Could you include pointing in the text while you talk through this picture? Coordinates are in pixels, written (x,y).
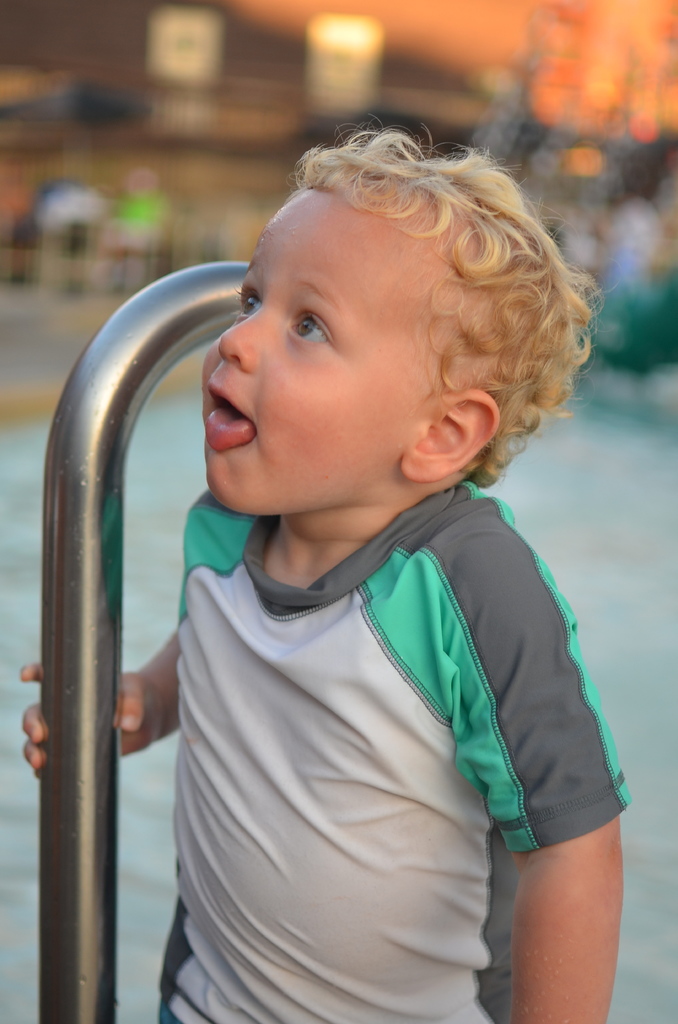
This picture shows a boy (324,809) standing and holding a metal rod (51,442) and we see water (553,514) on the back (650,591).
